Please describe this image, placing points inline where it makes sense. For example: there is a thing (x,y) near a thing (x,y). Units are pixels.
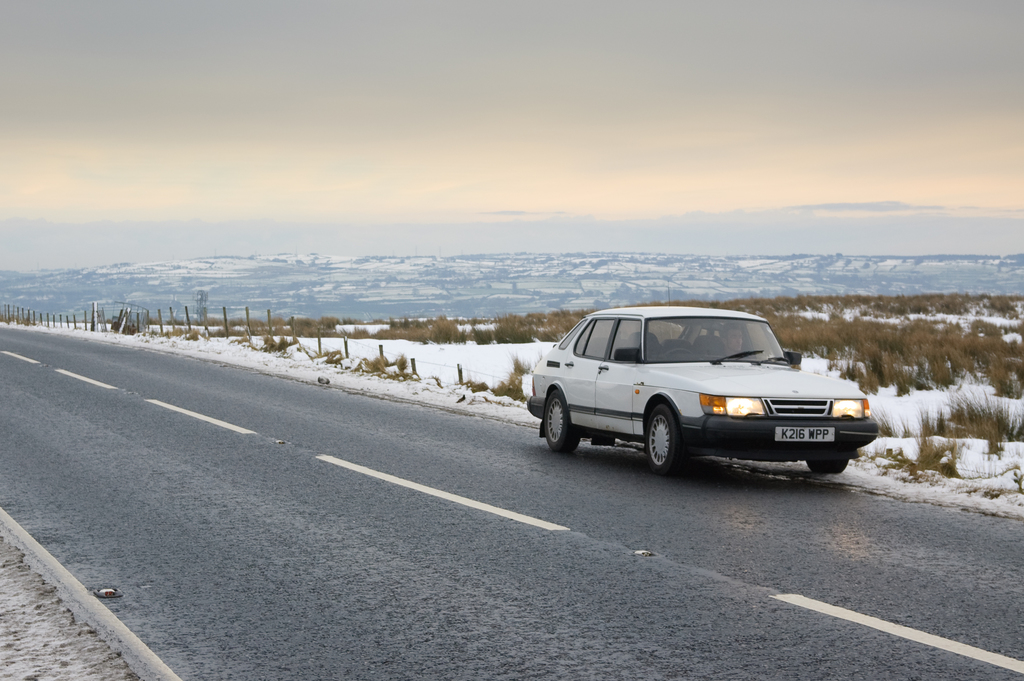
In the image there is a vehicle (540,387) beside the road (506,516) and behind the vehicle (589,410) the land (363,333) is covered with a lot of snow (953,401) and in between the snow (922,318) there is some grass (850,333).
